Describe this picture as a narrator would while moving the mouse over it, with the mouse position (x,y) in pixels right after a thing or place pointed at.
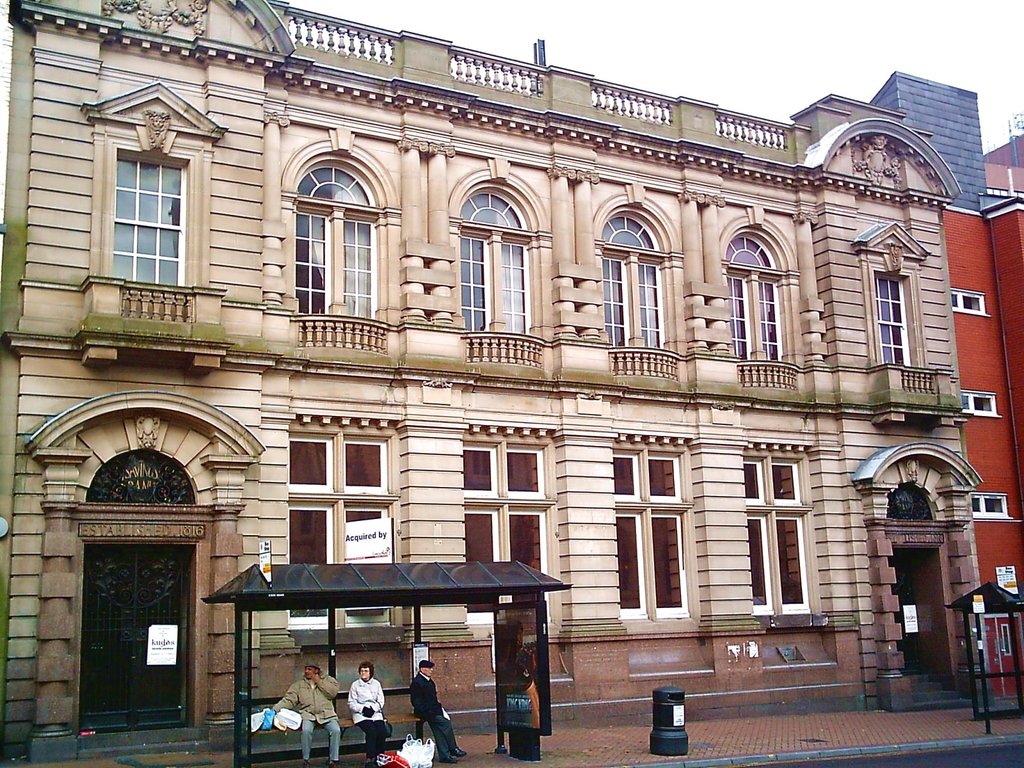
This picture might be taken from outside of the building (823,522). In this image, we can see three people (428,689) are sitting on the bench (420,718) inside the bus stop (524,700). In the background (700,351), we can see a building (553,597), door (157,714), glass window (653,537). On the top (730,97), we can see a sky (726,73), at the bottom (834,725) there is a footpath (856,753) and a road (991,748).
